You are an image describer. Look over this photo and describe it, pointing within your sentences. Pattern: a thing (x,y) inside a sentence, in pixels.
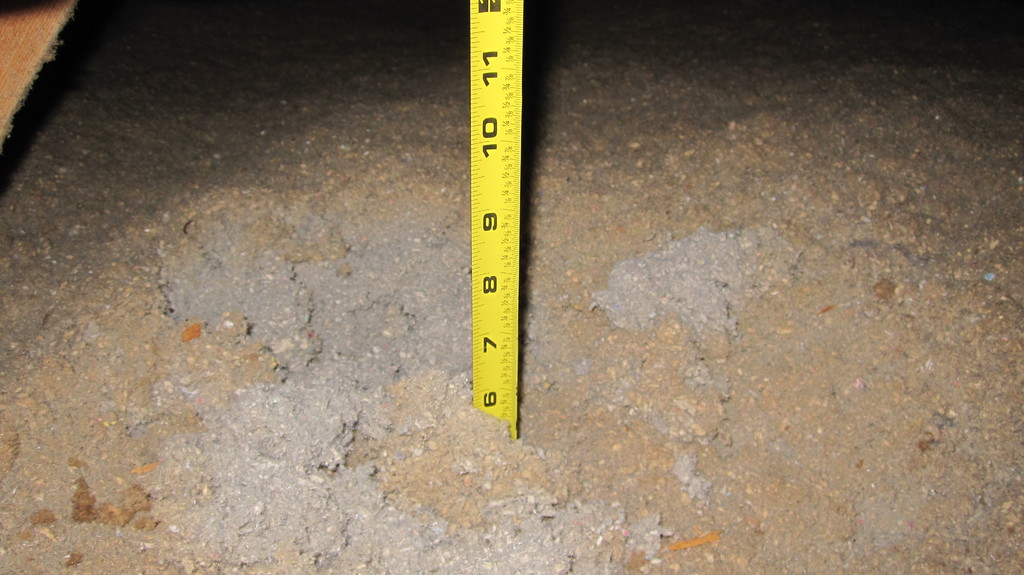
To the bottom of the image (493,442) there is a mud (475,417). In the middle of the mud (475,411) there is a tape (507,159) with yellow color and there are measurements (486,133) on it.
